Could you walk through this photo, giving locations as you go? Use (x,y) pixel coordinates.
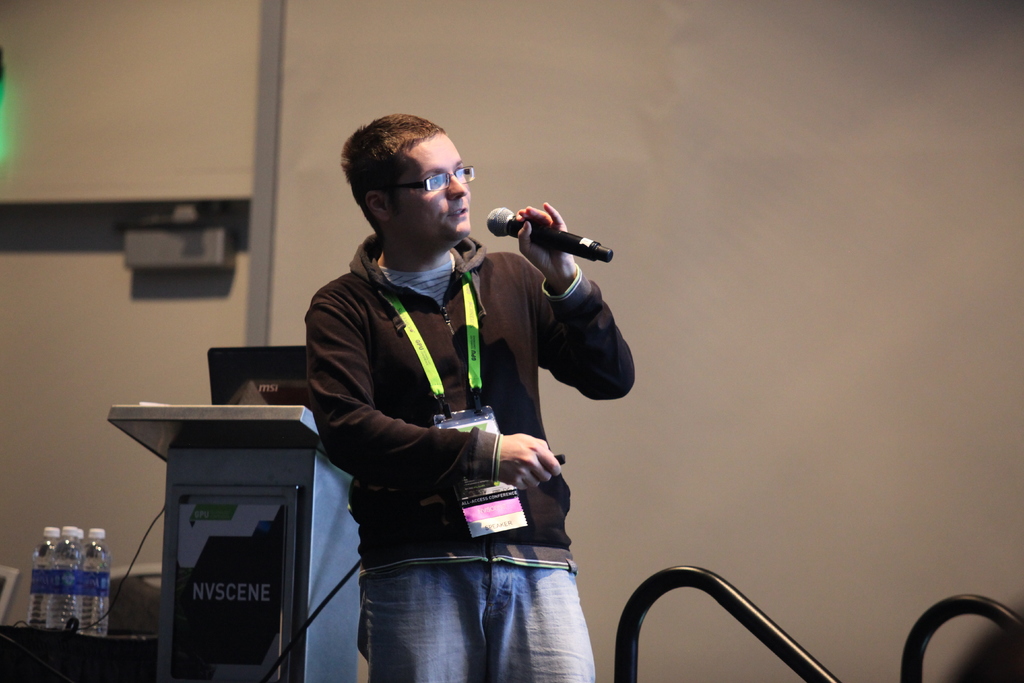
There is a person (414,292) in black color t-shirt (508,326), wearing spectacle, holding mic (532,234) and talking. In the background (669,244), there is a wall (510,75). There is a stand (296,545). There is a signboard (221,571) on this stand (212,490). Beside this, there are some bottles (73,577). In the left corner of the image (3,155), there is a green color light (6,128).
